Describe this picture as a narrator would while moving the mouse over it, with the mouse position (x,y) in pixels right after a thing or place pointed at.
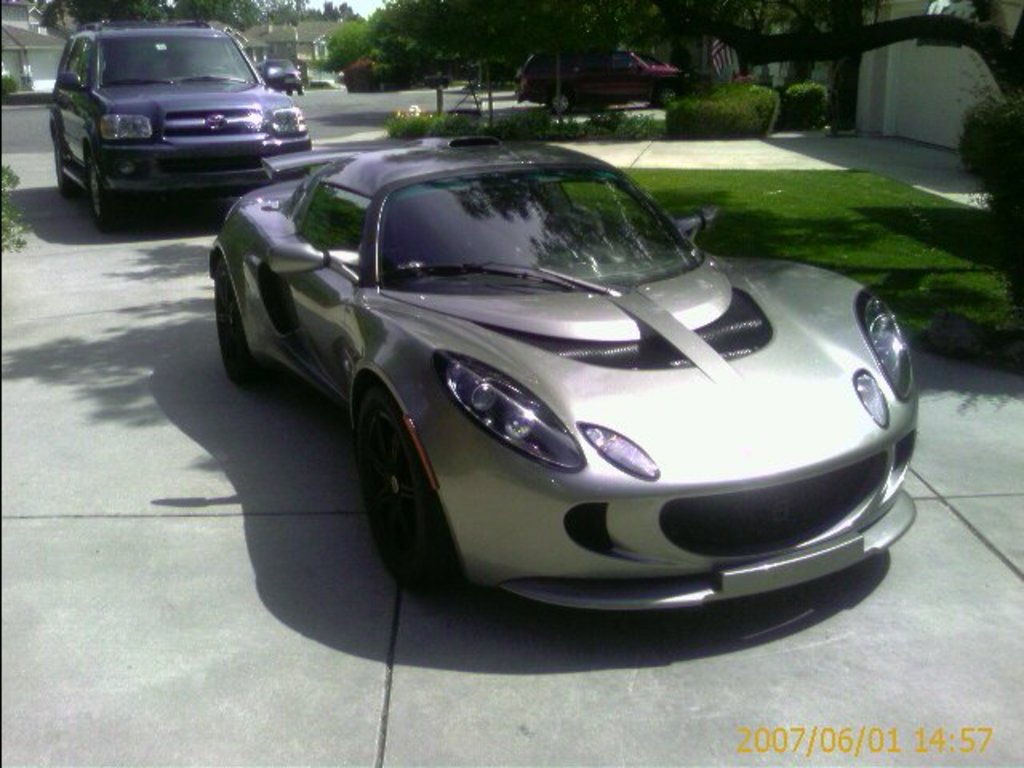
In the picture I can see vehicles (309,247) on the ground (247,450). In the background (508,133) I can see trees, the grass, buildings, the sky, plants (535,128) and some other objects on the ground (177,213).
